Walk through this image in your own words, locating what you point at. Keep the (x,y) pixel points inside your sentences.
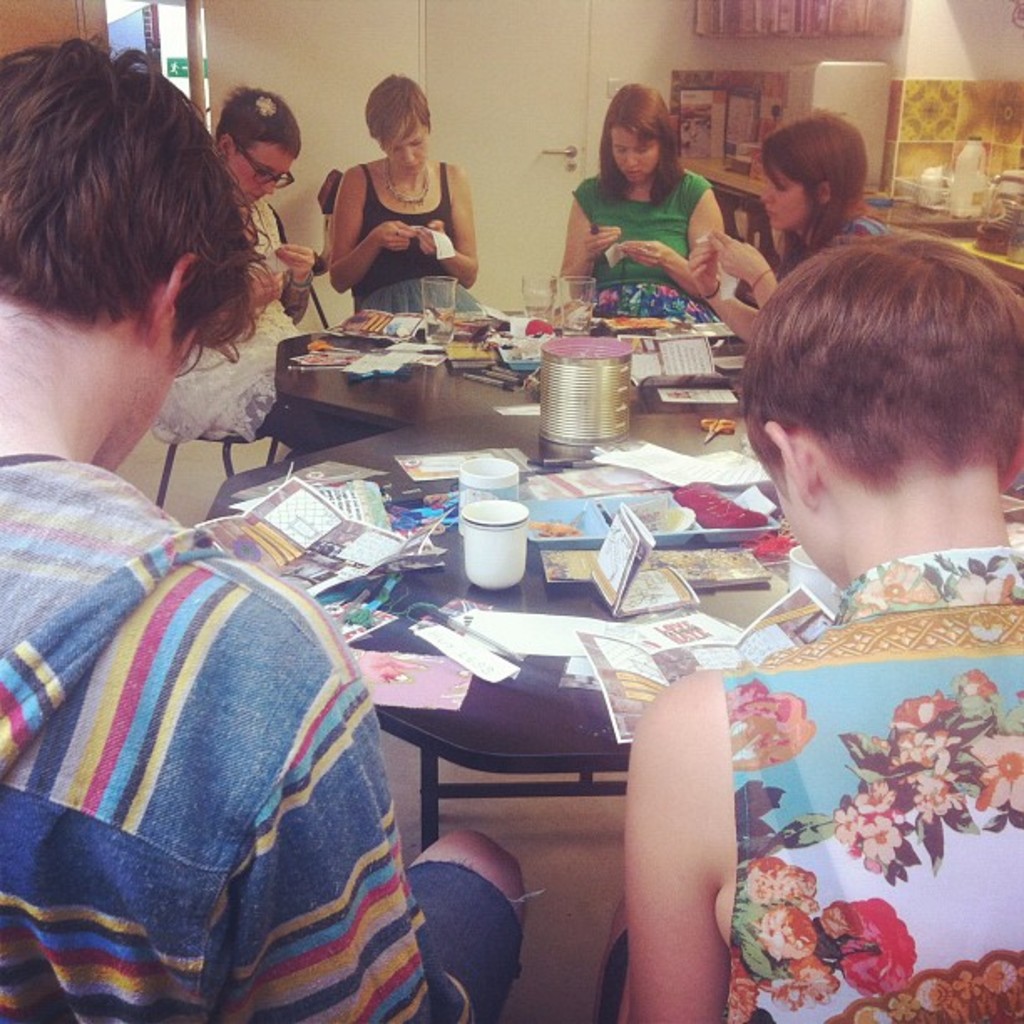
This picture shows few people (274,354) seated on the chairs (328,201) and we see few papers (434,633), glasses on the tables (444,369) and we see a door (459,159) and women (265,187) wore a spectacles (259,173) on her face (256,150).
